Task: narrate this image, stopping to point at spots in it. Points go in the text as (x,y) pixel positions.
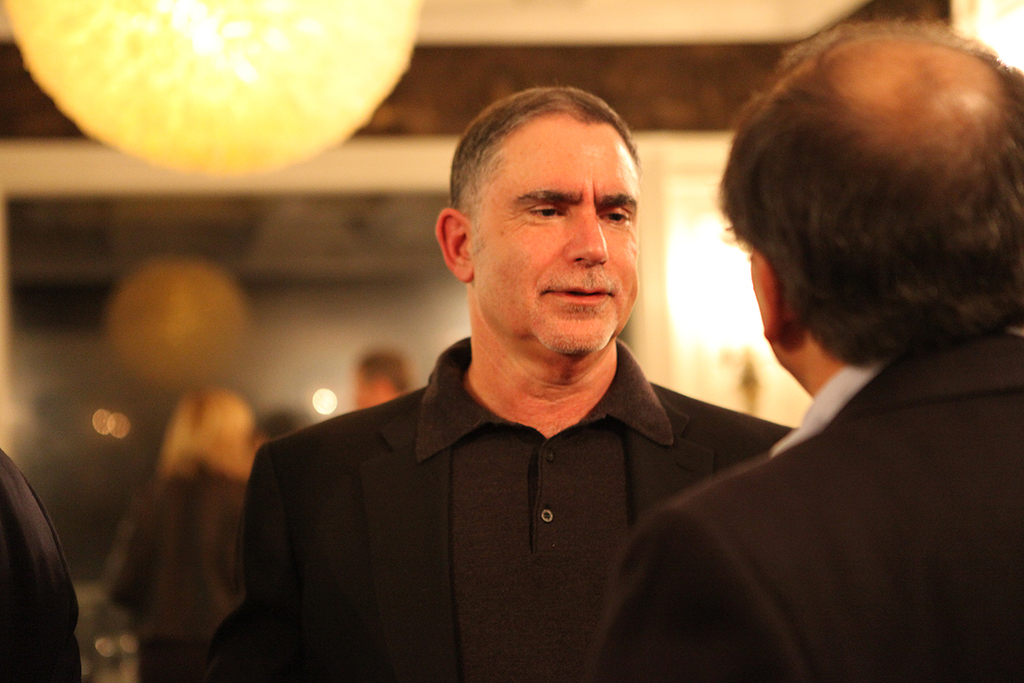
In this picture we can see two men (370,538) and there is a light (277,86). Background (403,100) it is blur.
